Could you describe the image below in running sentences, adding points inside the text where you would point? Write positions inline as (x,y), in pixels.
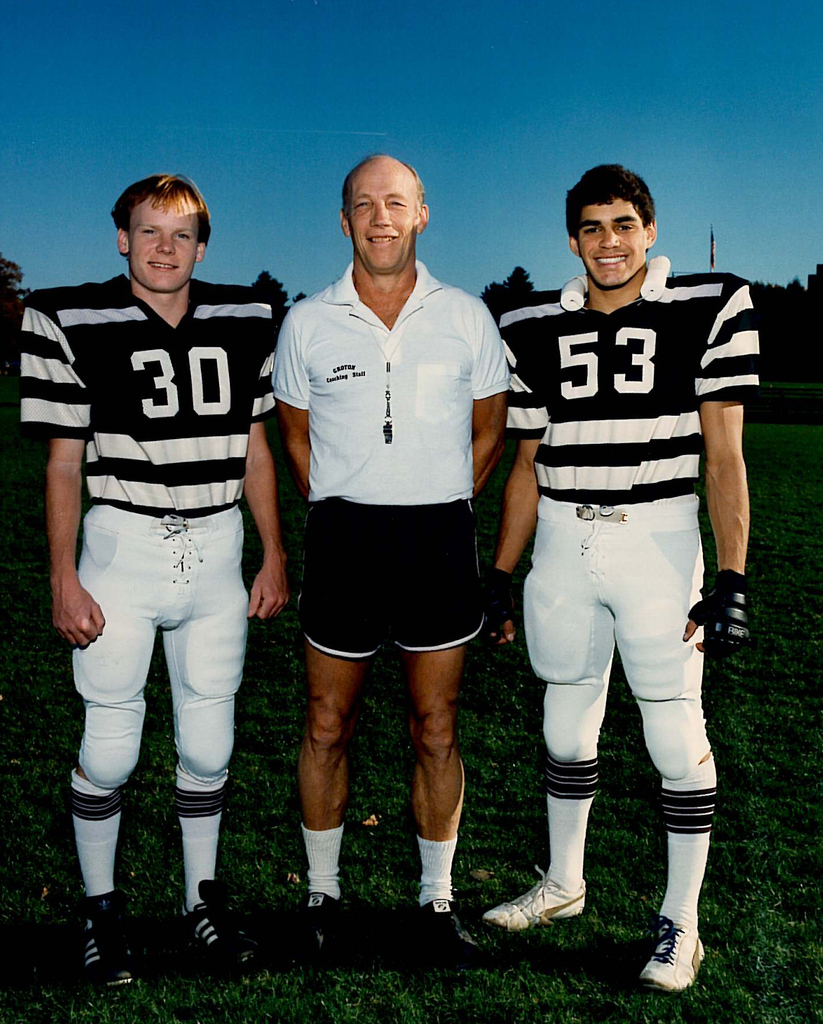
In this picture I can see few people (429,723) are standing on the grass (374,938), behind we can see some trees (802,332).
